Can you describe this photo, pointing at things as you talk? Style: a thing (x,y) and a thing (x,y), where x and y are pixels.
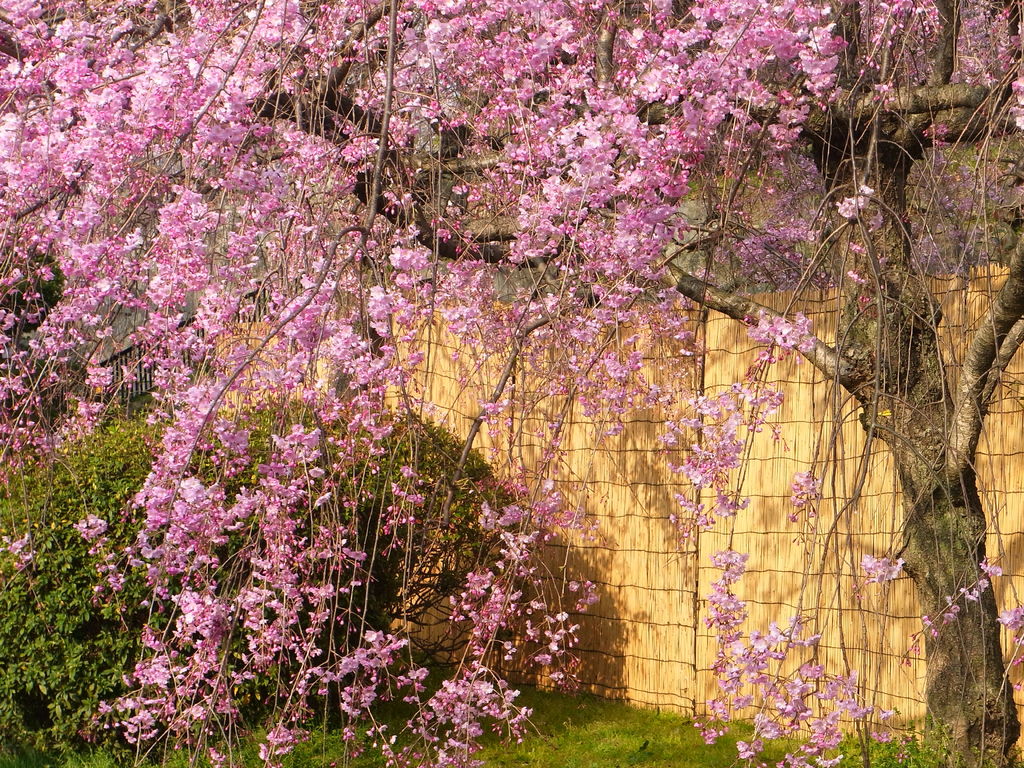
In this image I see the plants (339,531), green grass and I see a tree (704,404) on which there are flowers (788,36) which are of pink in color and I see the light brown color fencing (650,416) over here.
